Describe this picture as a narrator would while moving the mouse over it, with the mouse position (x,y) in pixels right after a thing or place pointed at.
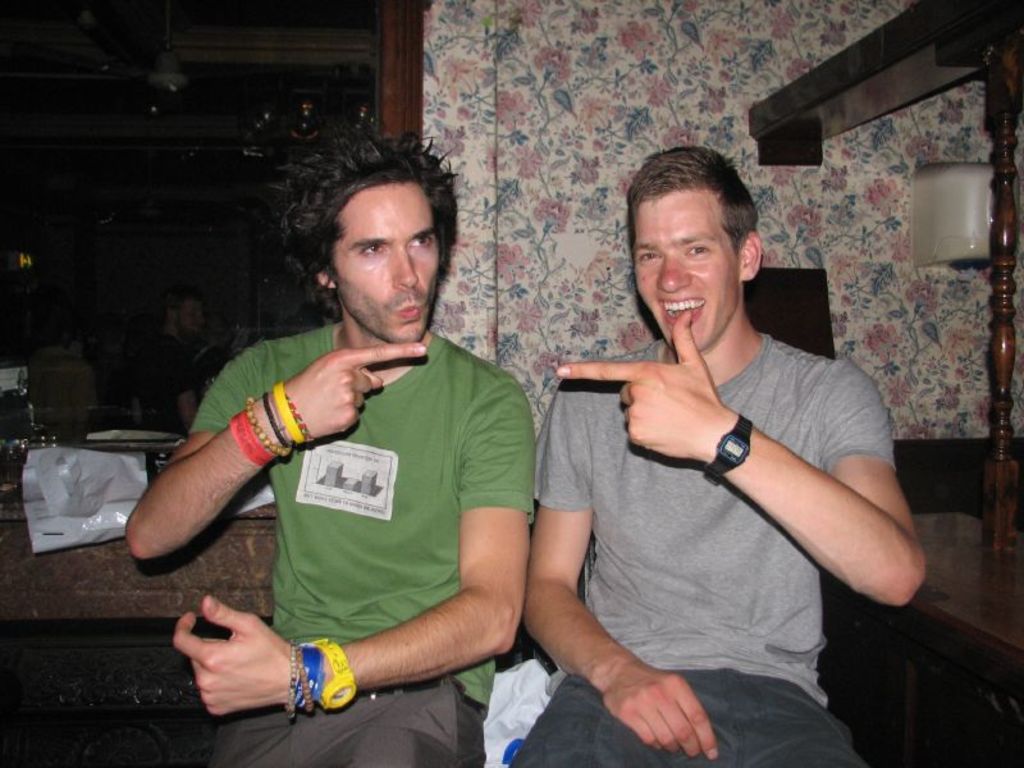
In this picture I can see two men (501,497) are sitting and posing. These people (506,469) are wearing T-shirts (474,480), watches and some other objects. In the background (510,247), I can see a wall (879,250) which has something attached to it. On the left side (67,497) I can see some objects (95,505).
